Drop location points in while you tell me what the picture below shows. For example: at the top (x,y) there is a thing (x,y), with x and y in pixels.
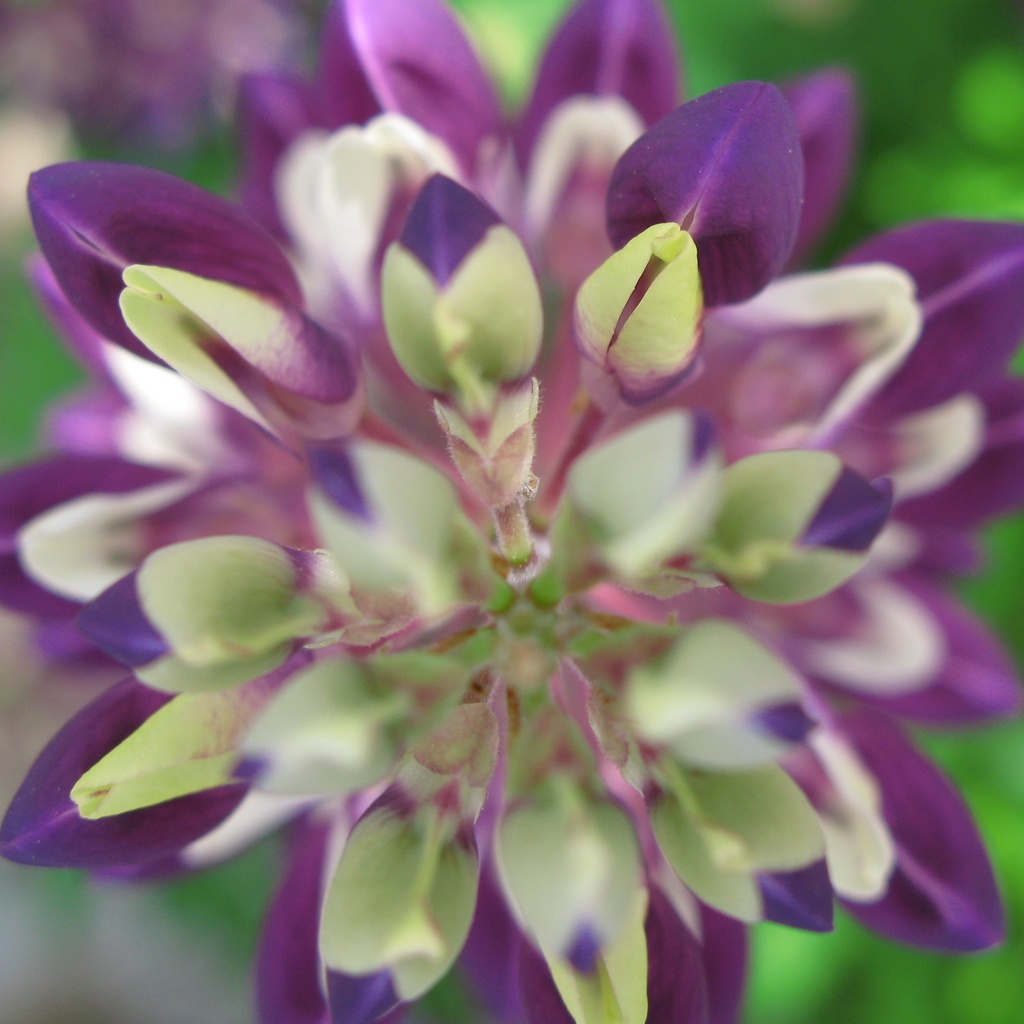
In this image, I can see a flower (779,264). These are the petals (644,254), which are violet and light green in color. The background (971,1023) looks blurry.
